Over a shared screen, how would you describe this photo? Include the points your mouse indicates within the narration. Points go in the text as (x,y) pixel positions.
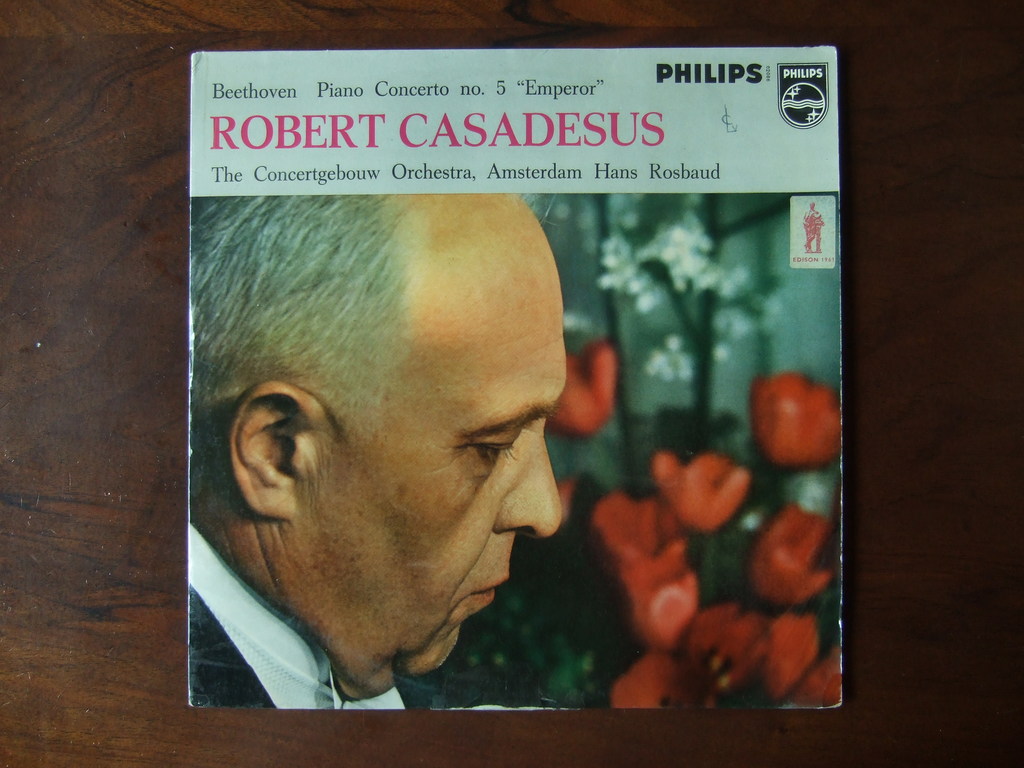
In this picture we can see cover (470,362) of a record (452,305).
